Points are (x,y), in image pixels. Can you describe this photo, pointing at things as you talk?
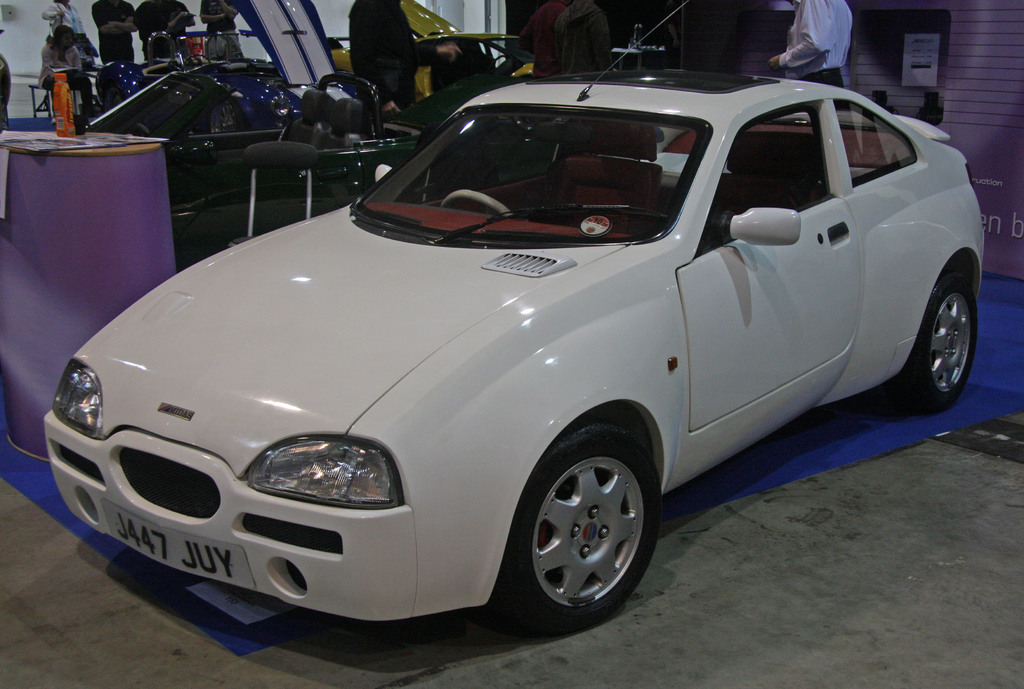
There is a white color car (520,226) on a blue floor (820,448) with a number plate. In the back (337,130) there are many cars (305,86). Some people (791,37) are there. Also there is a wall (692,18). On the left side (127,178) there is a stand (99,169). On that there are some things (60,137). And some people (140,31) are standing in the back side (214,28).
